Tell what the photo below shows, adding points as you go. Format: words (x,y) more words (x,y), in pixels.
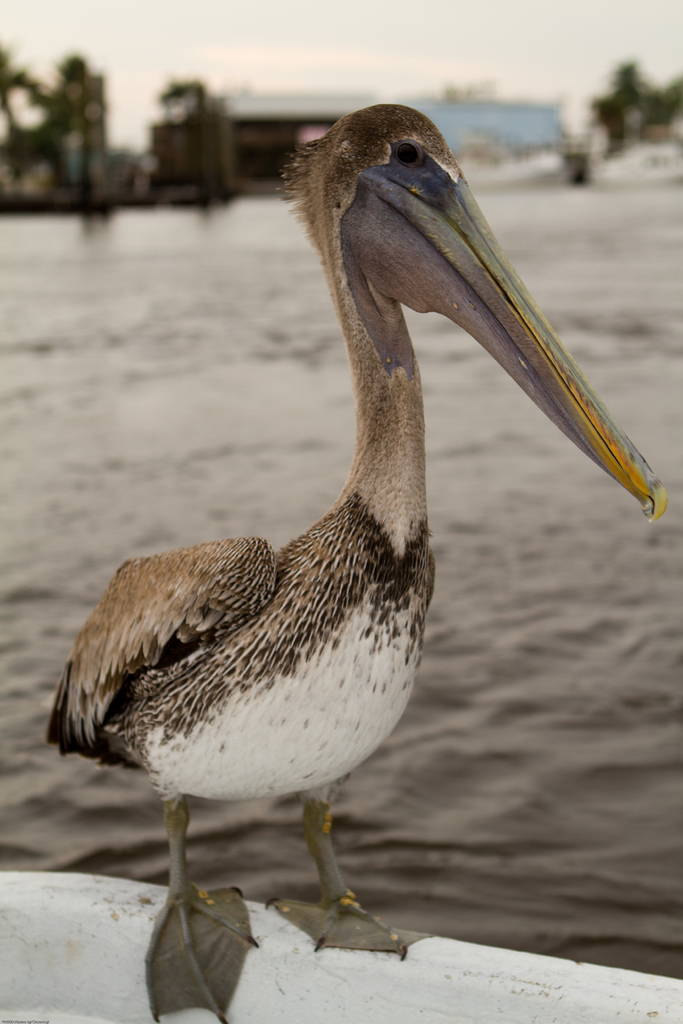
In this picture I can see a bird (384,444) is standing. In the background (210,348) I can see water (234,367), the sky (310,63) and some other objects (238,129).
